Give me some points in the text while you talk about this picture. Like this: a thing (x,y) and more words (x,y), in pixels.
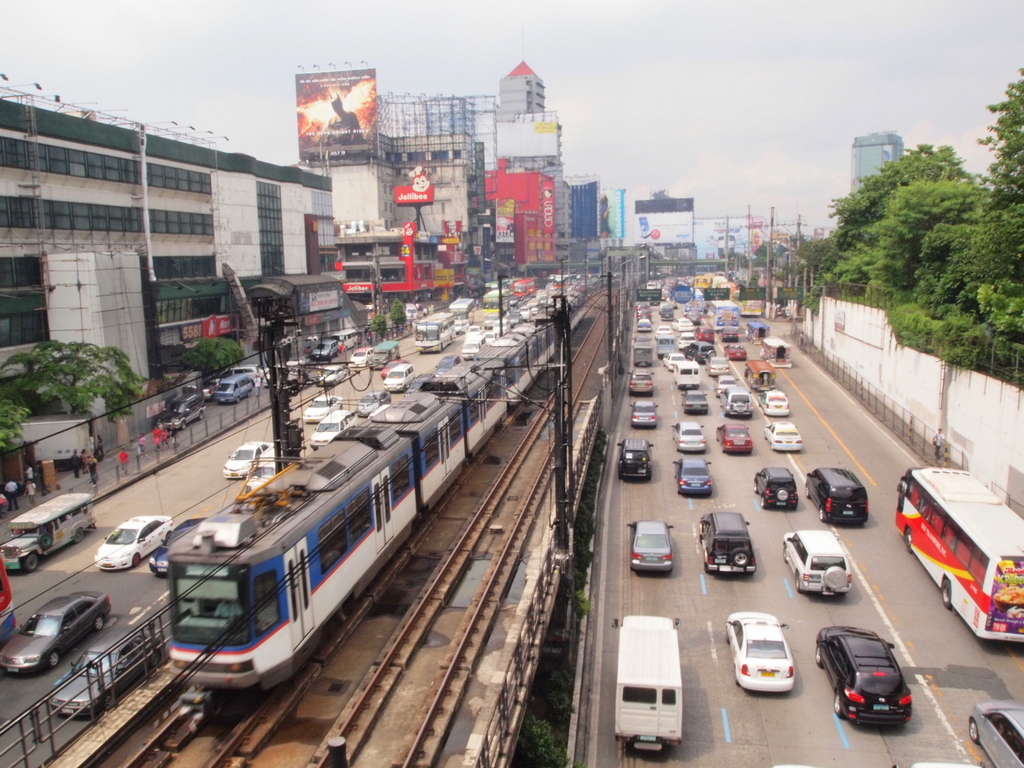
In the middle (575,305) it is a train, on the right side (882,564) many vehicles (829,542) are moving on the road (895,563), there are trees (985,314) at here. On the left side (288,204) there are buildings (485,229), at the top (548,41) it is the sky (584,66).
